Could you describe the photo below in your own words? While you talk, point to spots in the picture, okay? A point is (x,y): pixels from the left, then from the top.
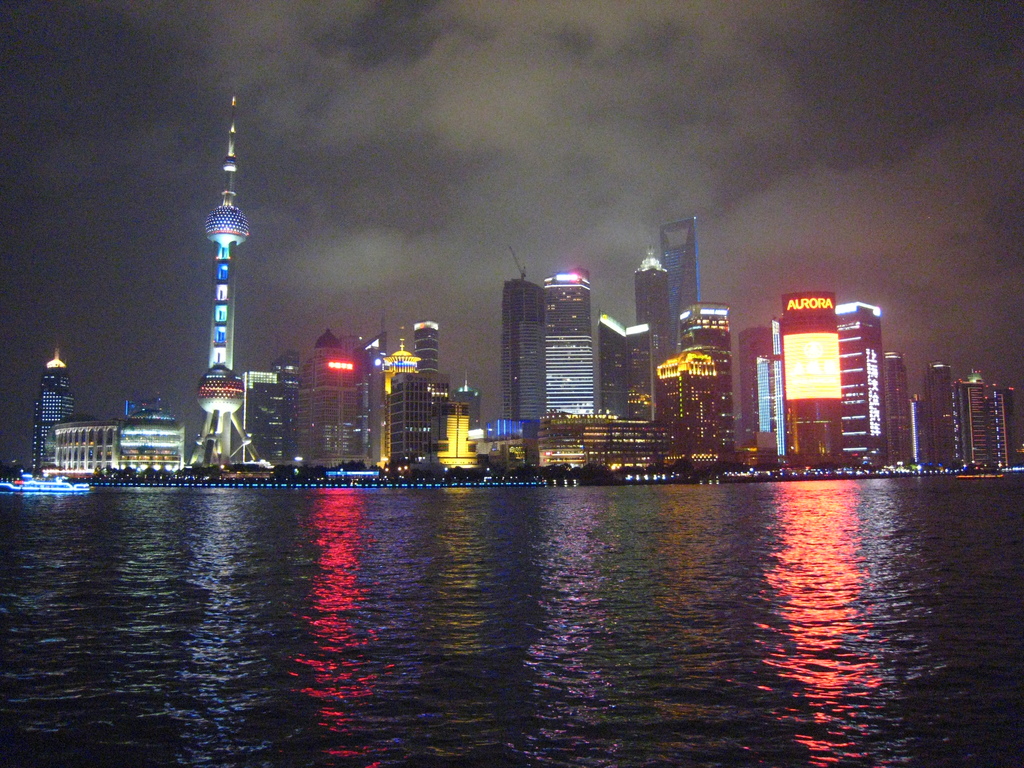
At the bottom of the picture (472,650), we see water (566,661) and this water (511,584) might be in the lake (650,595). There are buildings (346,403) and towers (212,332) in the background (442,440). We even see the lights (454,435) and trees (556,474) in the background (567,462). At the top (323,176), we see the sky (412,234) and this picture is clicked in the dark.
